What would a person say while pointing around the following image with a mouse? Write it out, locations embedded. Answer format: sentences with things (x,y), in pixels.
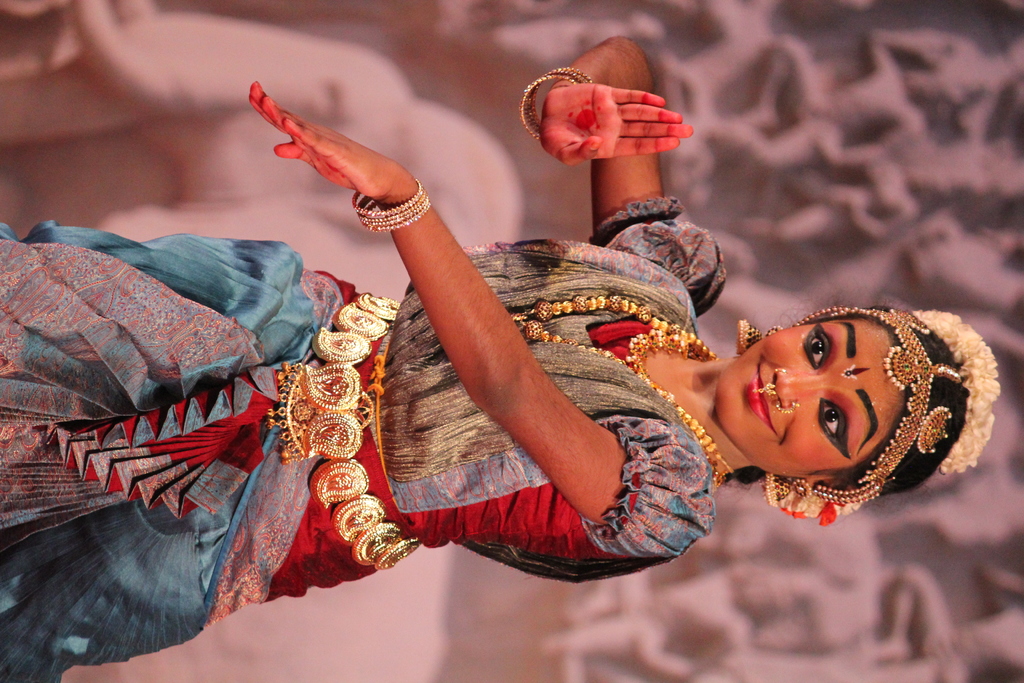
In this image we can see a girl (657,390) standing wearing a costume (630,444).
